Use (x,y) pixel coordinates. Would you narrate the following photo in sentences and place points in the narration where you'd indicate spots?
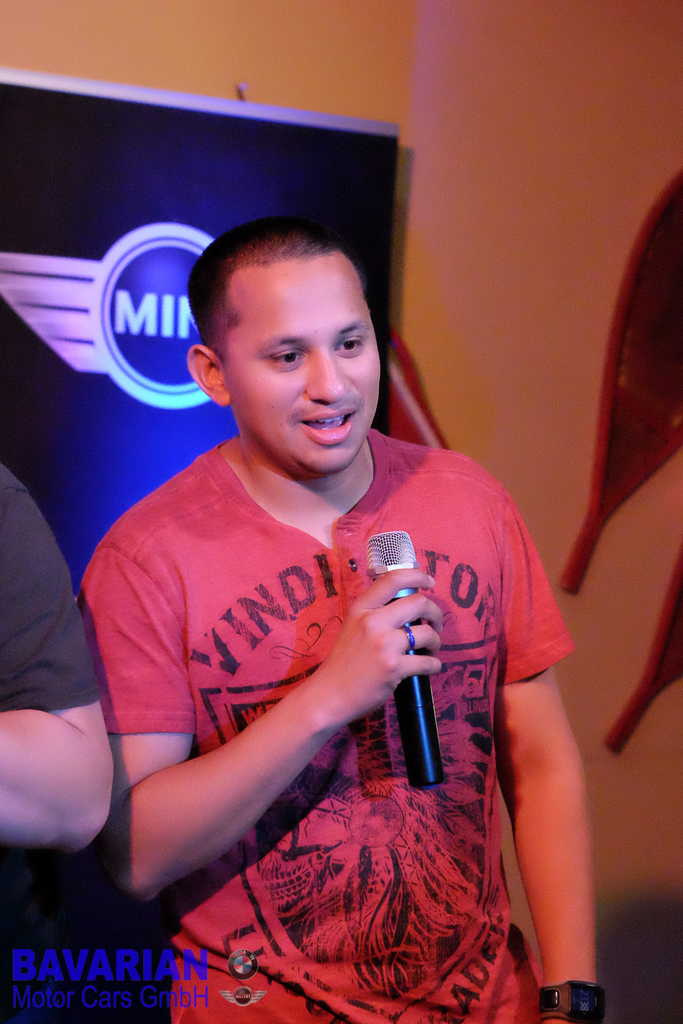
In this image, we can see a person (478,511) in front of the wall (515,413) wearing clothes (246,544) and holding a mic (402,685) with his hand (375,623). There is a banner (128,373) and person hand (68,743) on the left side of the image (62,752). There is a text (70,1003) in the bottom left of the image (103,978).
